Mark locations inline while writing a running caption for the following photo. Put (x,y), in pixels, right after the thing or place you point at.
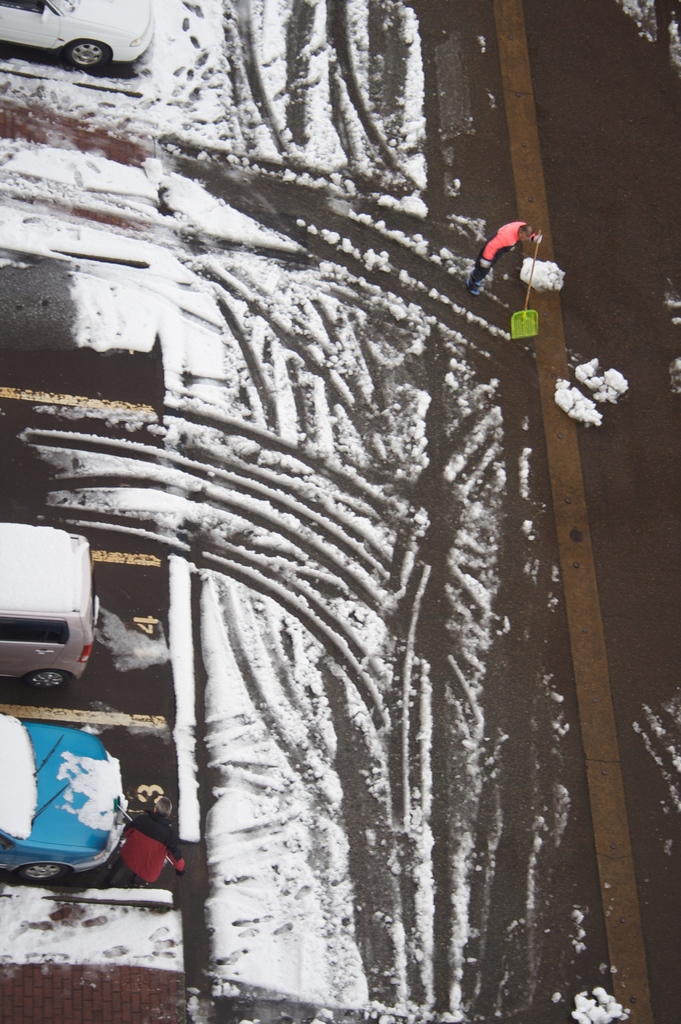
In this image we can see the aerial view. In the aerial view there are persons (158,848) standing on the road (537,22) and one of them is holding a shovel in the hands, motor vehicles (76,19) in the parking slots (101,529) and snow (303,75) on the road (446,165).
